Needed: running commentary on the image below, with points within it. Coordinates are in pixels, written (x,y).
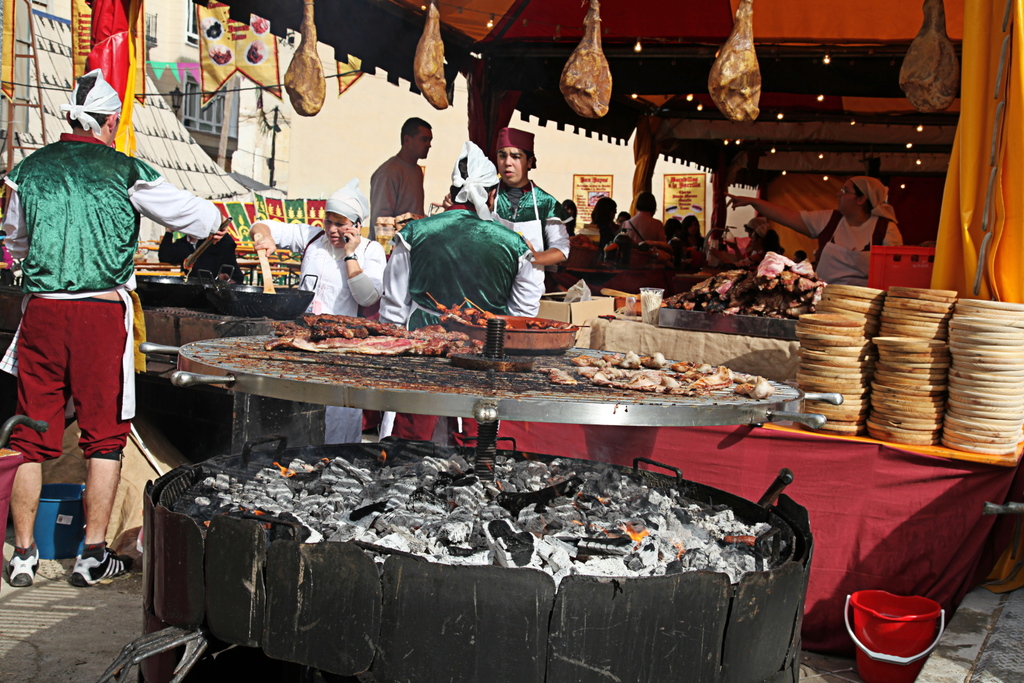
In this image we can see a few people (518,306), we can see there are some tables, on the tables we can see the meat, plates (881,393), glass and some other objects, at the top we can see some meat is hanged, also we can see the people (473,265) is preparing something in the pans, there is a building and buckets (77,506) on the floor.
